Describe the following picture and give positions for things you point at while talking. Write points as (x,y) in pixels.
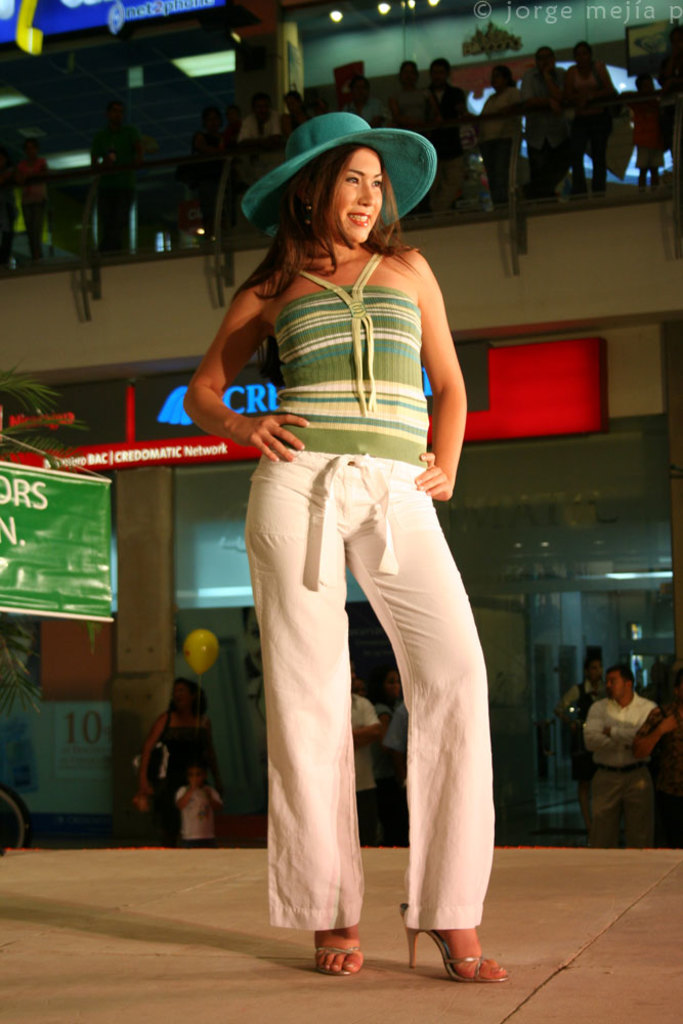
In this image I can see a woman (359,940) standing on stage (124,878) in the background (152,690) I can see the wall (666,206) and fence (659,185), in front of fence (143,166) I can see few persons (602,74) and wall (11,345) and there is a board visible on the left (105,589) and beside the stage (128,945) I can see few persons (175,740) and glass door (535,673) and balloon (198,667).
